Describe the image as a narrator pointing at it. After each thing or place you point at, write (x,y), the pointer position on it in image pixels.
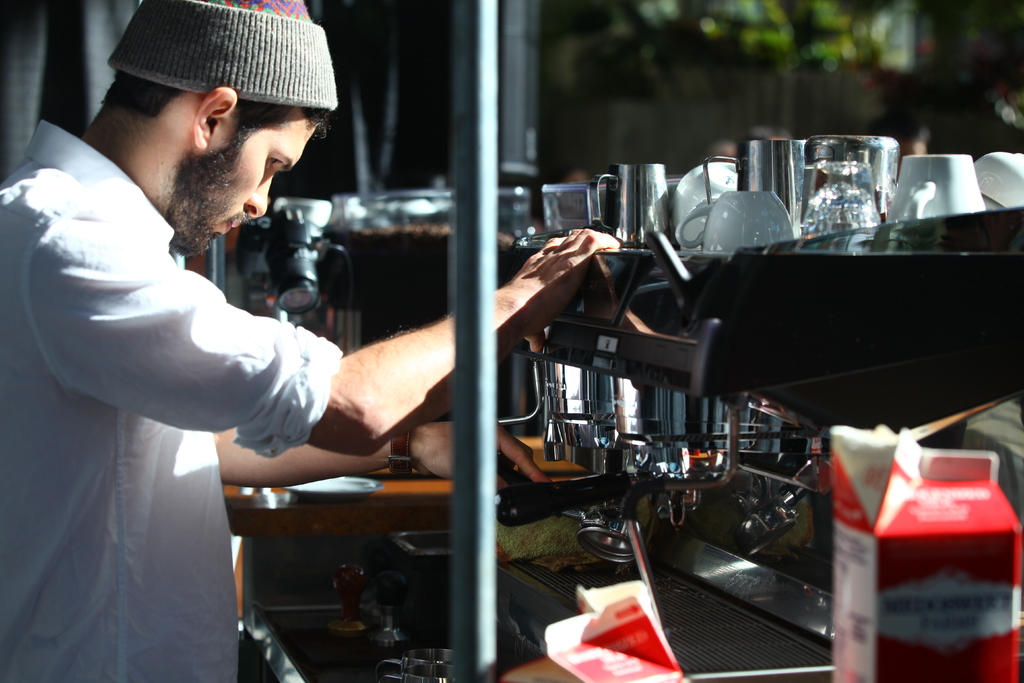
To the left side of the image (264,349) there is a person (244,81). In front of him there is a coffee machine (692,251) with glasses (850,204) and cups (755,193) on it. At the bottom of the image (856,682) there is a red color tetra pack (855,446).
